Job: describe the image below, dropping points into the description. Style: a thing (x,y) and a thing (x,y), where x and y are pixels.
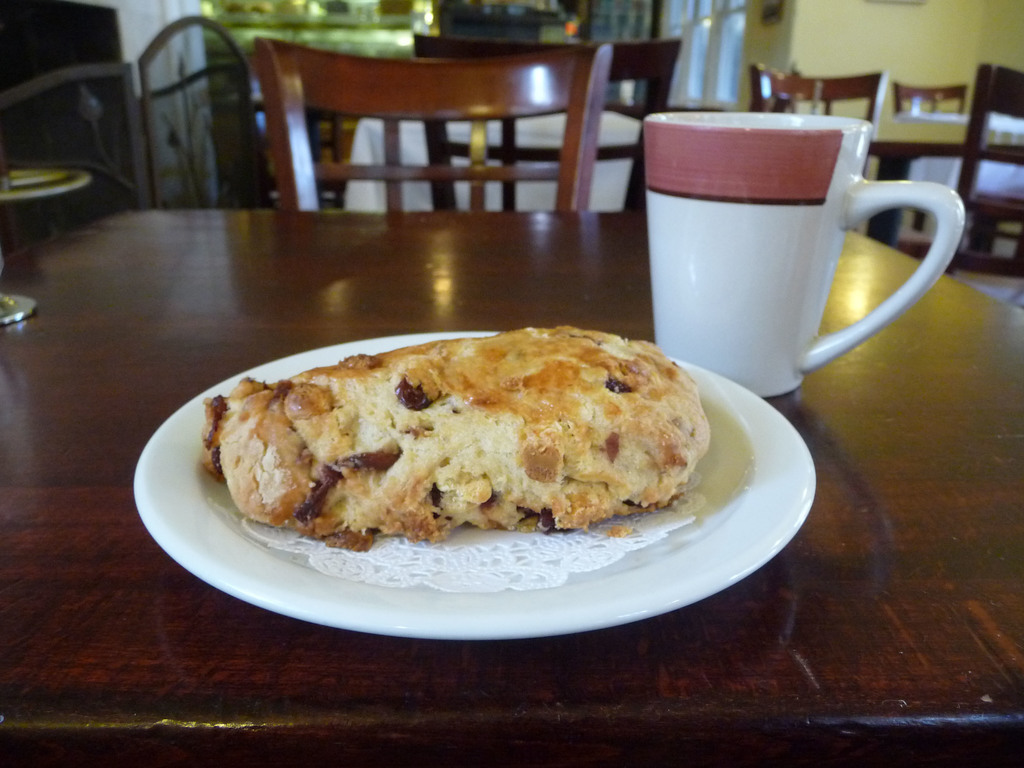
As we can see in the image there is a wall (869,36), chairs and table (228,212). On table (214,240) there is a plate (587,583), food item (587,466) and cup (705,276).
